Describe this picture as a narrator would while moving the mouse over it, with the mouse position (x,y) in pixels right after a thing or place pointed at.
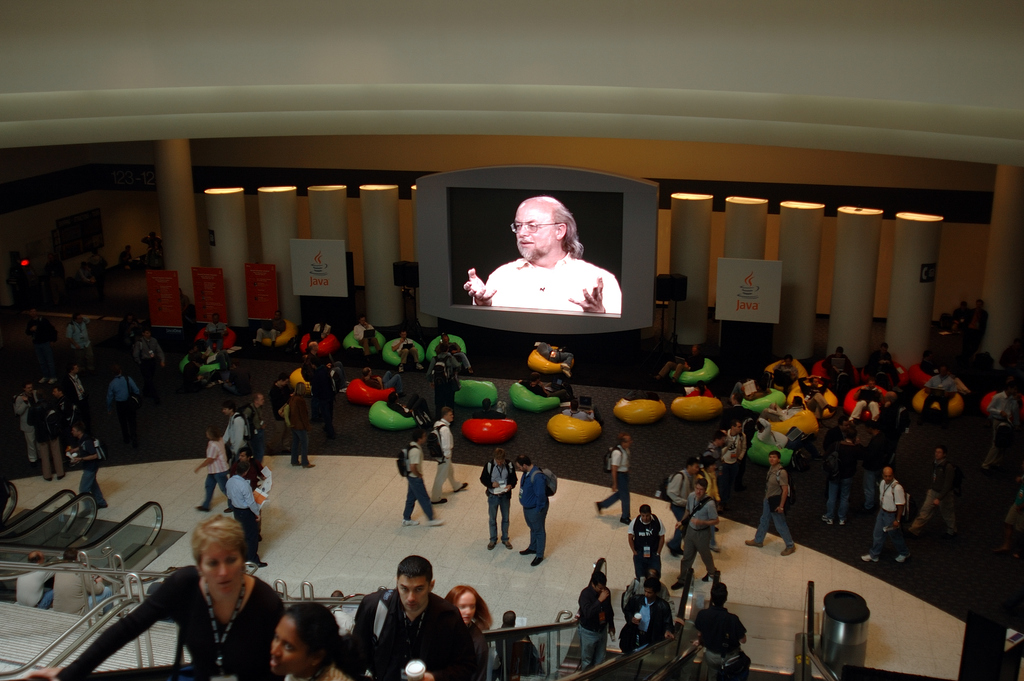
In this picture there is a projector (566,257) and there are group of people (651,398) sitting on an object (656,408) and the remaining are standing and there are few people (397,631) standing on an escalator (682,663) and there are two persons (79,587) sitting in the left corner (33,591) and there are some other objects (184,264) in the background (767,345).
